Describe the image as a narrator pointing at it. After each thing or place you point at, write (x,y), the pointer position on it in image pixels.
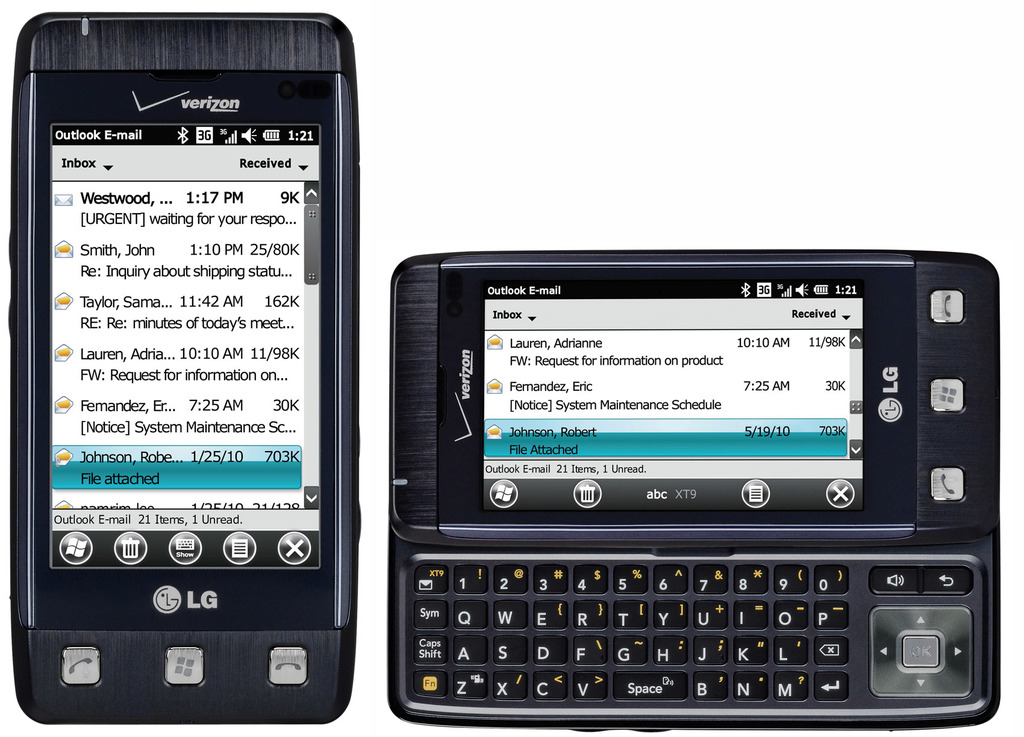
In this picture, we see two mobile phones (314,412). On the left side (65,327), we see the mobile phone (275,316) in black color and it is displaying some text (124,327). At the bottom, we see the buttons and it is written as "LG". On the right side (727,350), we see the mobile phone (668,392) which is displaying some text (575,406). At the bottom (544,626), we see the keypad (570,597). On the right side (945,478), we see the buttons (963,395). In the background (667,212), it is white in color.
